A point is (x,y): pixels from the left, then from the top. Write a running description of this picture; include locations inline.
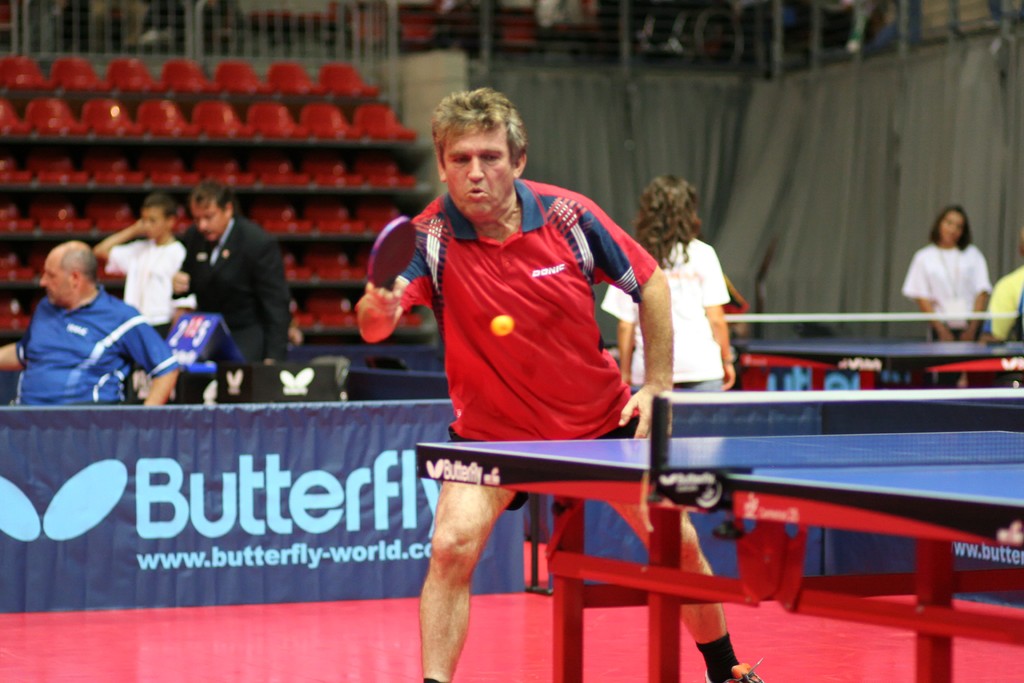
Here we have a person (484,251) who is playing table tennis and this is table tennis board (906,441) and the back also we have another table tennis board (873,339). Here we have some people (718,301) and this top most right person (1005,310) may be playing and this person (695,329) also looks like playing. These 2 people (680,293) are watching and here we have 3 people (138,334) who are doing some work and these are chairs (338,259) for audience and it seems like court (280,611).
